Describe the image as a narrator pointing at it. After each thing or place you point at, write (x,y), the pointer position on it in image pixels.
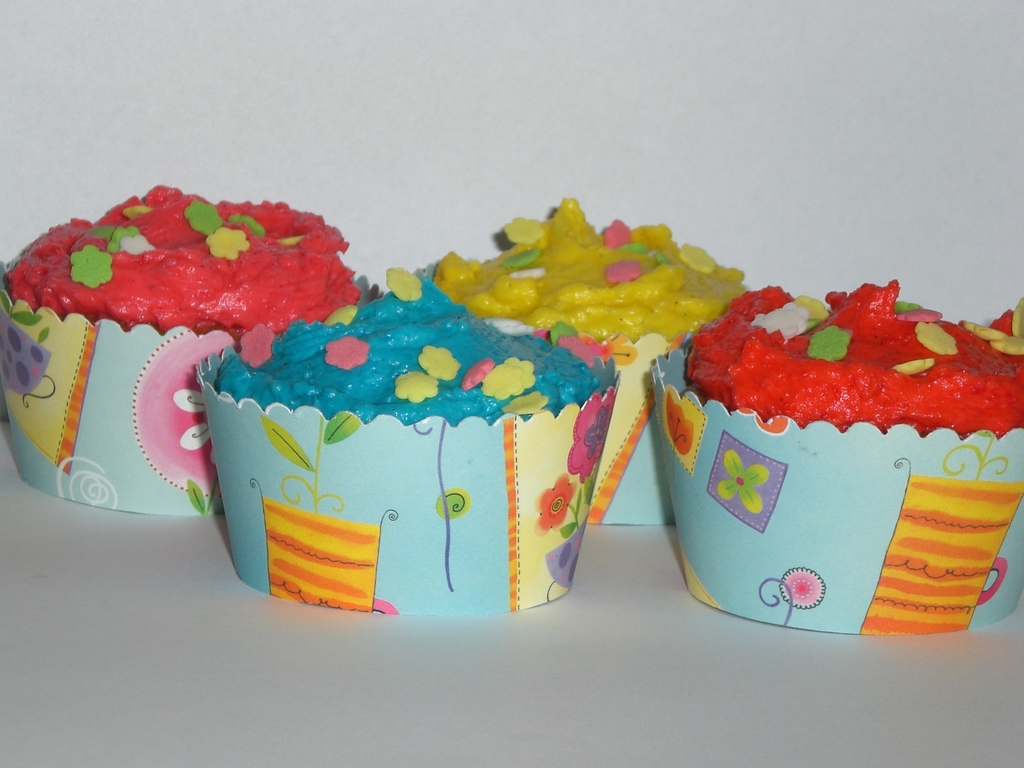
In the image in the center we can see one table (503,697). On the table (437,680), we can see four cupcakes (762,486) in different colors. In the background (540,206) there is a wall (508,102).
